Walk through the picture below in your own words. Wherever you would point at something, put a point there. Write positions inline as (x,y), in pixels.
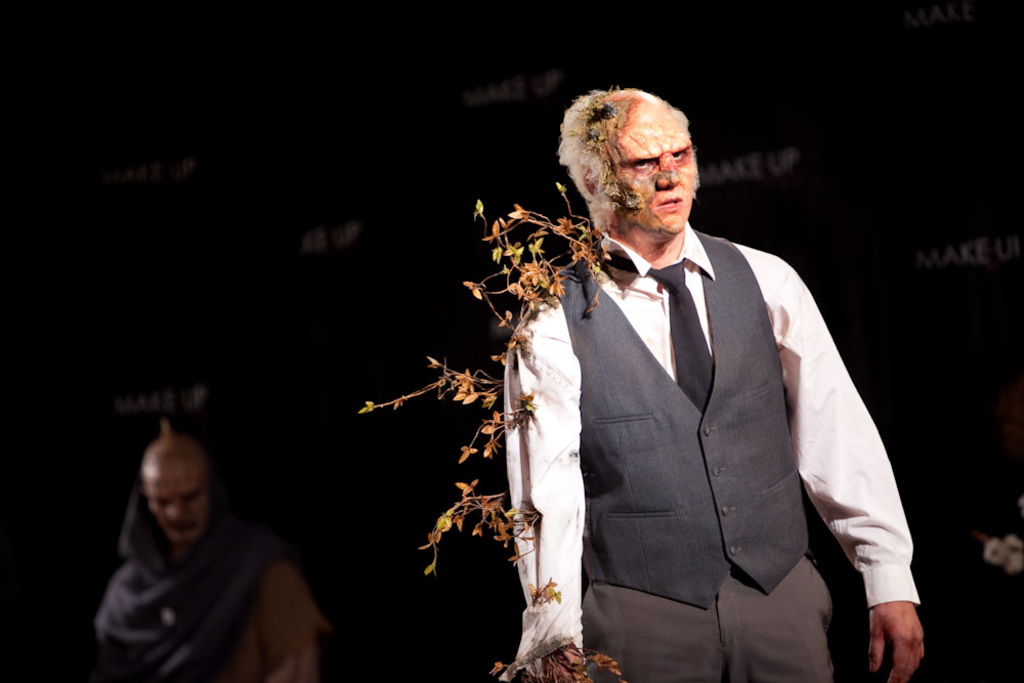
In this image we can see a man (787,537) on the right side (739,602). He is wearing a suit (707,461) and a tie (677,306) and he has a plant (519,424) growing from his right sleeve (553,490). Here we can see another man (278,602) on the left side (257,546).
